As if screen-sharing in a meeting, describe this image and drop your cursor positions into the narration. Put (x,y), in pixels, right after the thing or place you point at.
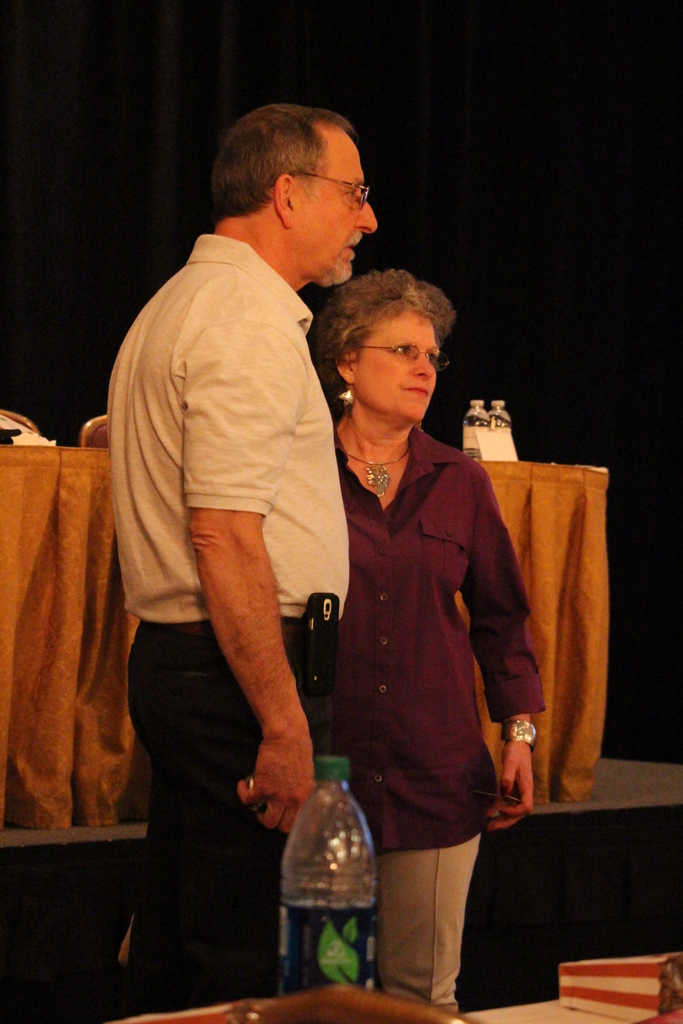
This image consists of two persons (431,760). The man (272,544) is wearing white T-shirt (262,348). At the bottom (596,1023), there is a table (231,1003) on which a bottle (299,936) is kept. The background (145,35) is black in color.
